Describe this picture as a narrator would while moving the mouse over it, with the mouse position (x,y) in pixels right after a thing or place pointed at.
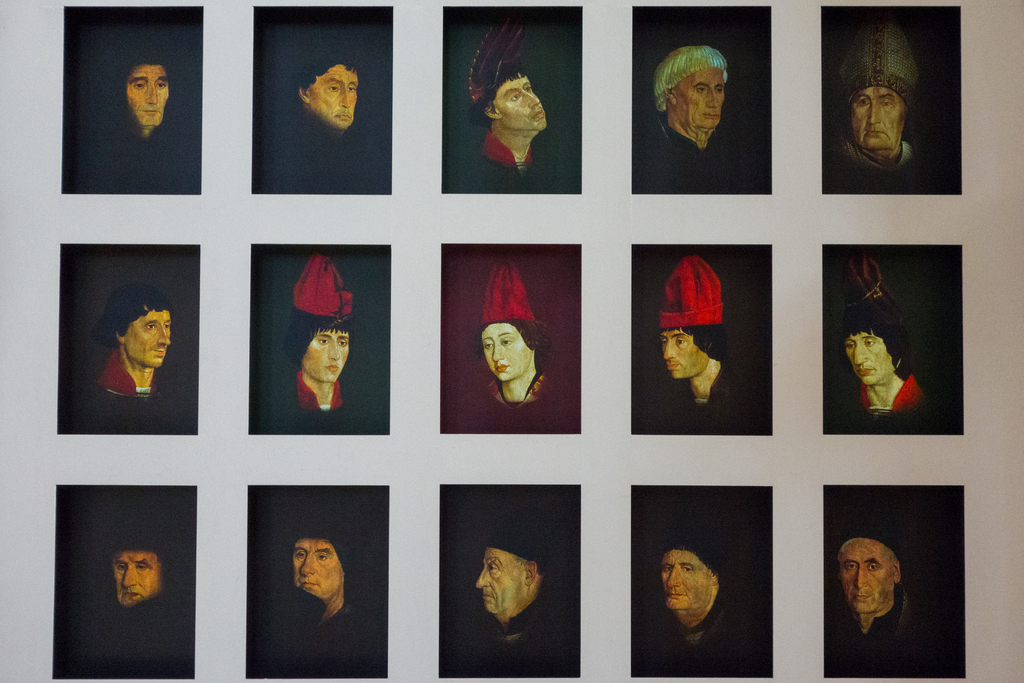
In this picture I can see many painting (742,193) on the black cloth (364,155) which are placed on the wall (392,348).
